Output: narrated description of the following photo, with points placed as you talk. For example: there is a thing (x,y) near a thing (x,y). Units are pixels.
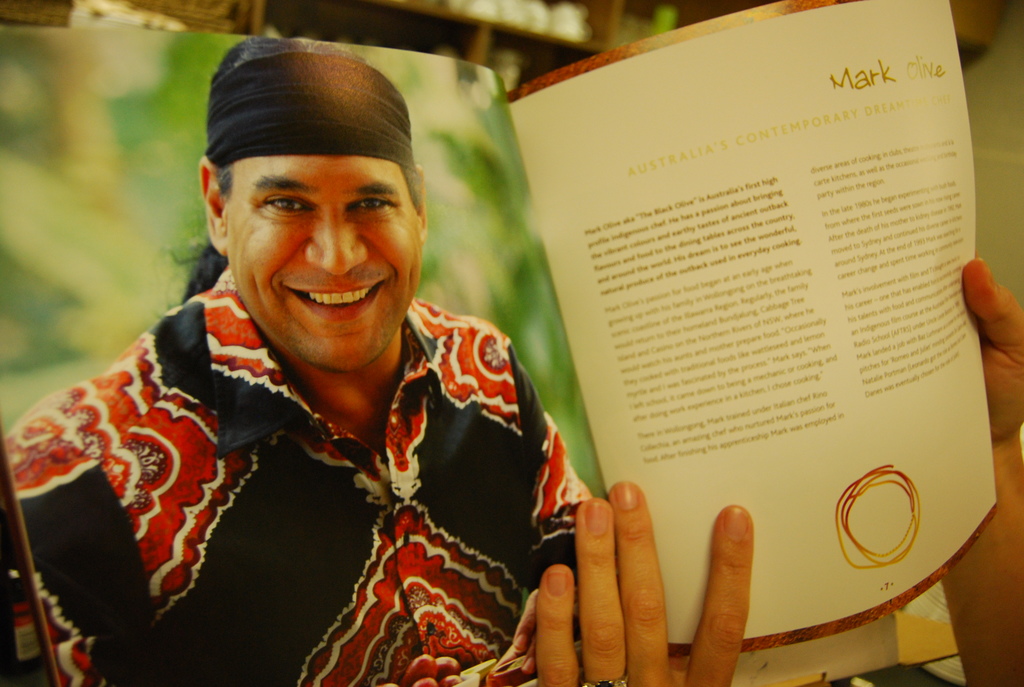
In this image we can see a person (745,546) holding a book (772,550). On the book (751,399) something is written and also there is an image (283,430) of a man (292,478) smiling. In the background (456,45) it is blur.
